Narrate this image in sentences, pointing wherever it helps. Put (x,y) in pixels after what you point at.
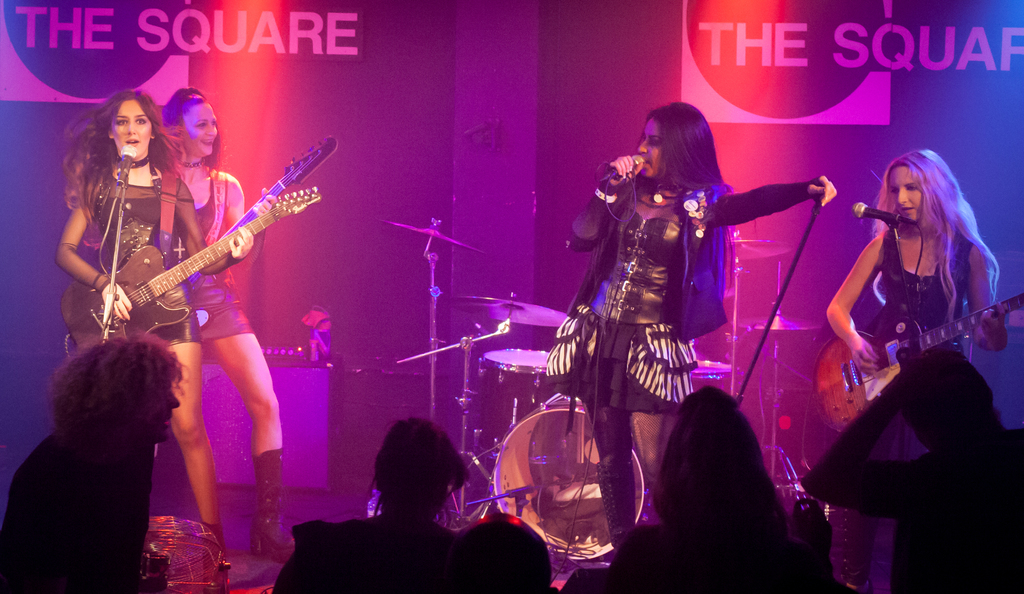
This picture is clicked in musical concert. Here, we see three women (225,206) holding guitar (871,393) in their hands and playing it. In the middle of the picture (642,359), woman (685,342) in black dress (669,338) is holding microphone (638,157) in her hand (620,159) and singing on it. Behind her, we see drums (510,447). In front of them, we see people (728,502) enjoying the music and on background (702,102), we see banner (204,55) which is purple in color.
